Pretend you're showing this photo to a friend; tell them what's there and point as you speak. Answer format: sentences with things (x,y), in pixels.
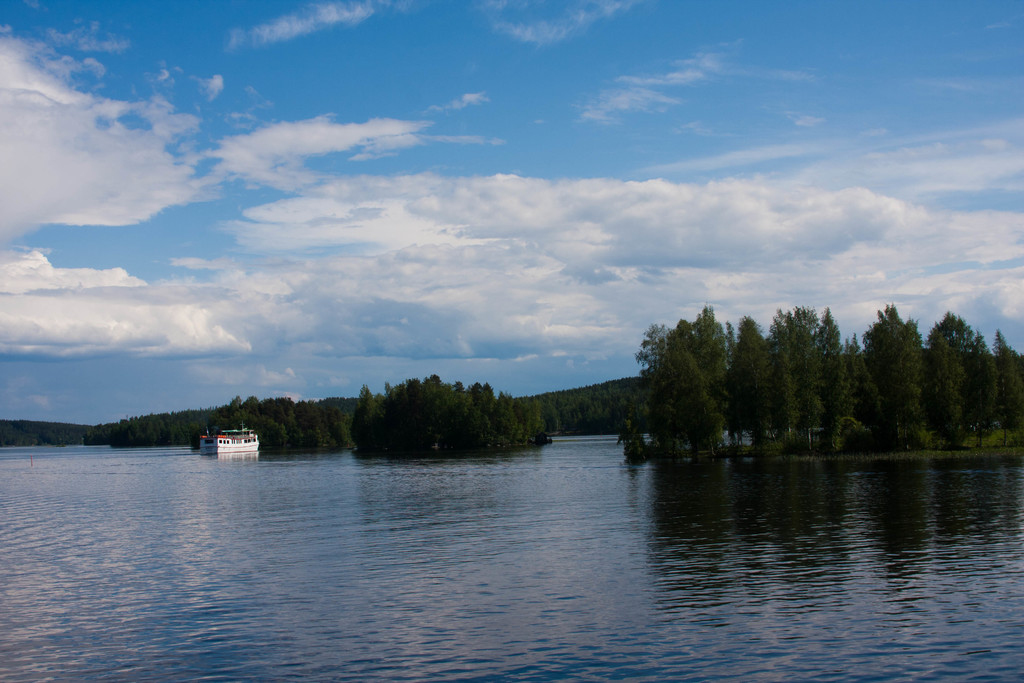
In this image at the bottom (395,526) there is sea (519,485), and in the sea (375,551) there is ship (239,442) and in the background (329,430) there are mountains (67,427) and trees (965,371). At the top (261,136) there is sky (262,168).
